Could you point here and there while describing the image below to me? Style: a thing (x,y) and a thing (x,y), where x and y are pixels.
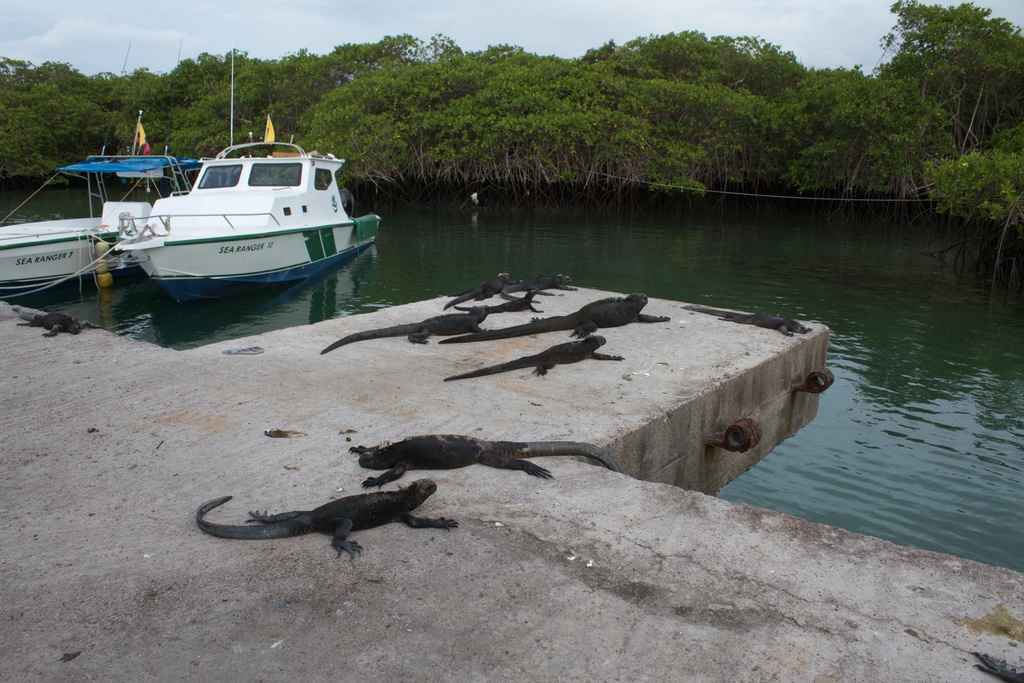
In this image there are two boats (175,248) in the water (262,303). In the background (568,106) there are trees (544,109). At the bottom (180,590) there is a floor (204,431) on which there are marine iguanas (451,456). At the top (814,46) there is sky (815,45).
